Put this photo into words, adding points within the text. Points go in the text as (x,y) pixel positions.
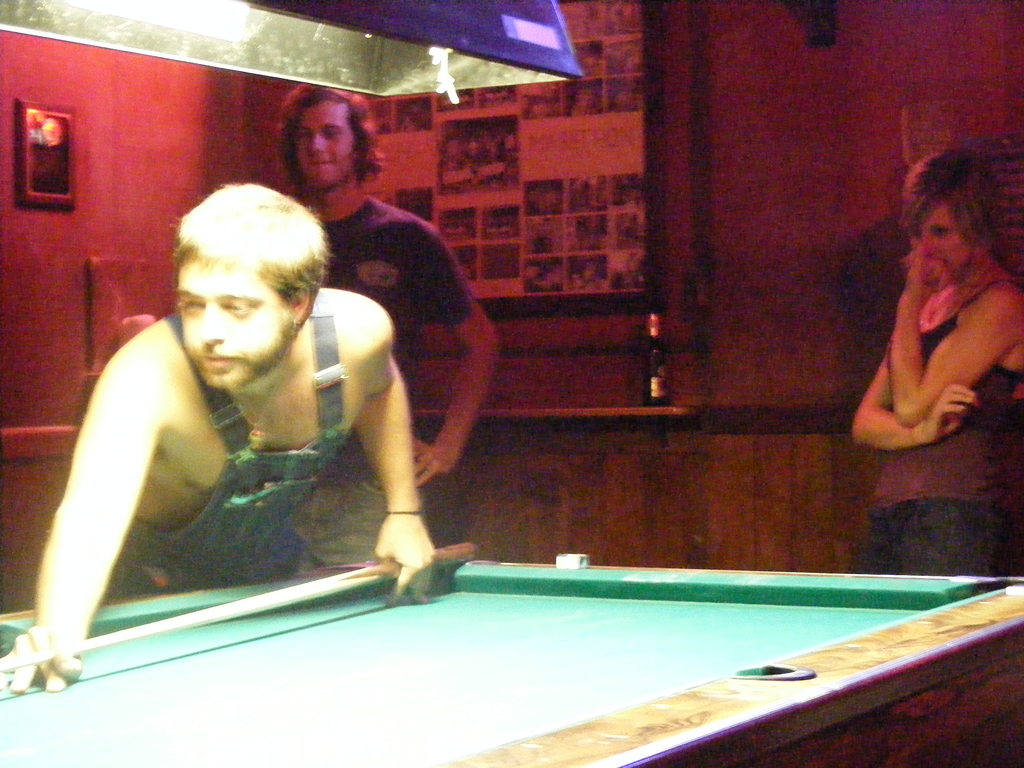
Here we can see a man (206,581) holding a snooker stick (346,575) probably playing Snooker on snooker board (223,723) and behind him we can see a man (383,223) and a woman (926,452) standing and there is a bottle of beer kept on the plank (662,408) present here.
